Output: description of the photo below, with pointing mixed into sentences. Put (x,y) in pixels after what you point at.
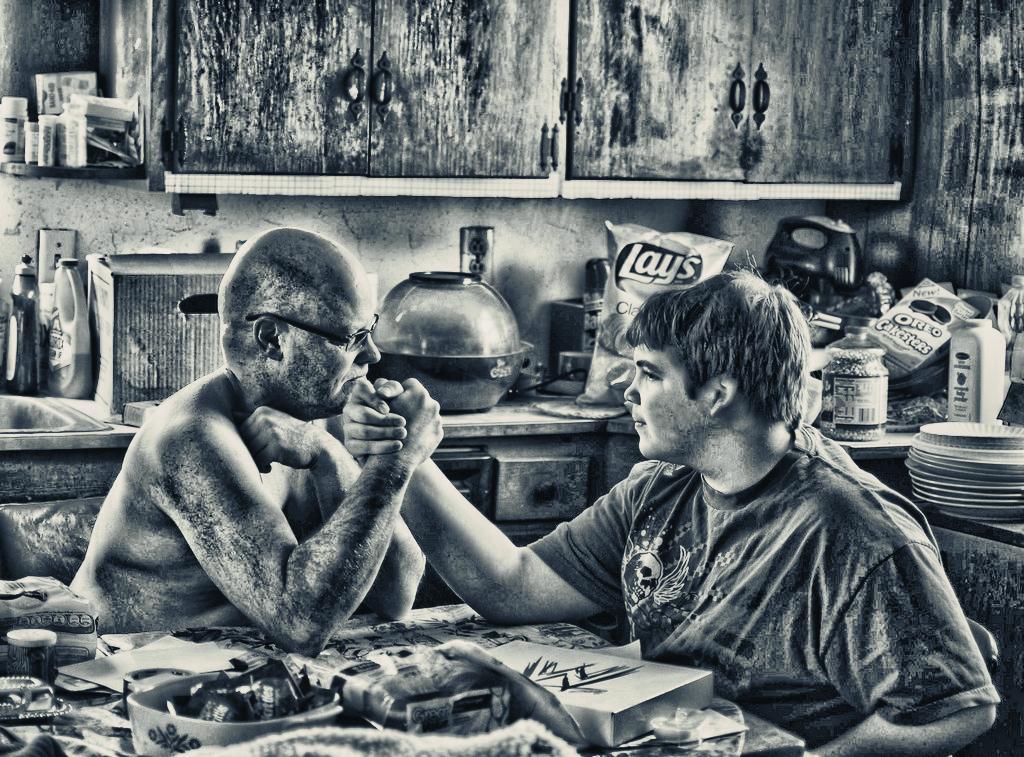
In this image there are two persons (516,548) at the background of the image (598,348) there are some eatable items (1022,302).
